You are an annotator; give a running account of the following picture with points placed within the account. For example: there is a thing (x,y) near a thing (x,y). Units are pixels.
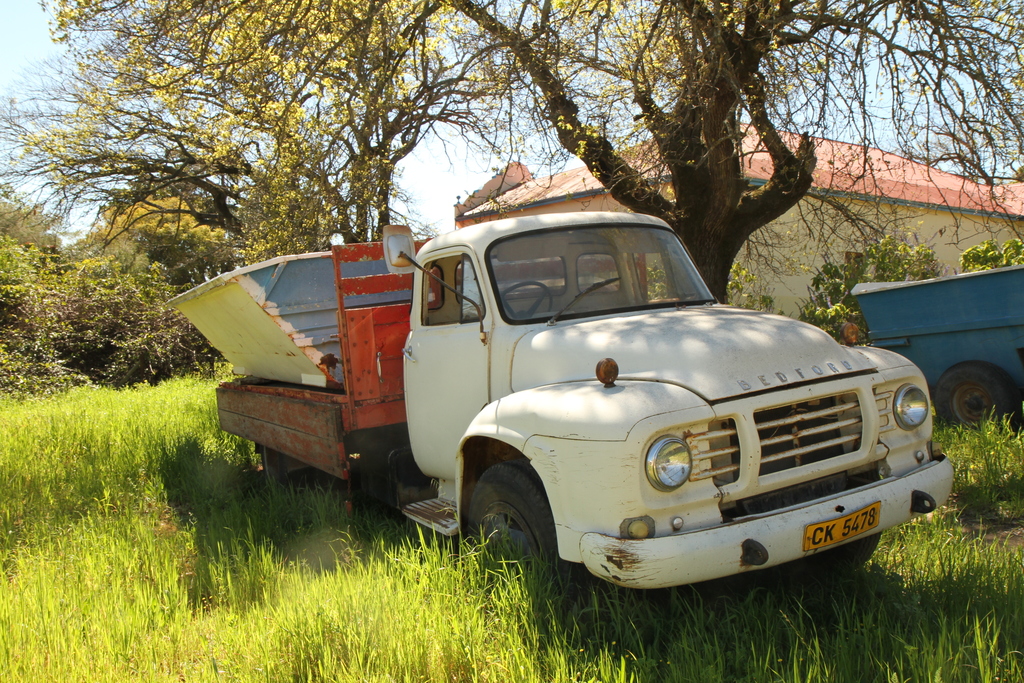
In this picture we can see a truck (641,426) in the front (555,417), at the bottom (420,564) there is grass (444,572), on the right side (948,397) we can see another vehicle (1000,371), there are trees (641,189) and a house (570,197) in the background (113,177), we can see the sky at the top of the picture (136,18).
